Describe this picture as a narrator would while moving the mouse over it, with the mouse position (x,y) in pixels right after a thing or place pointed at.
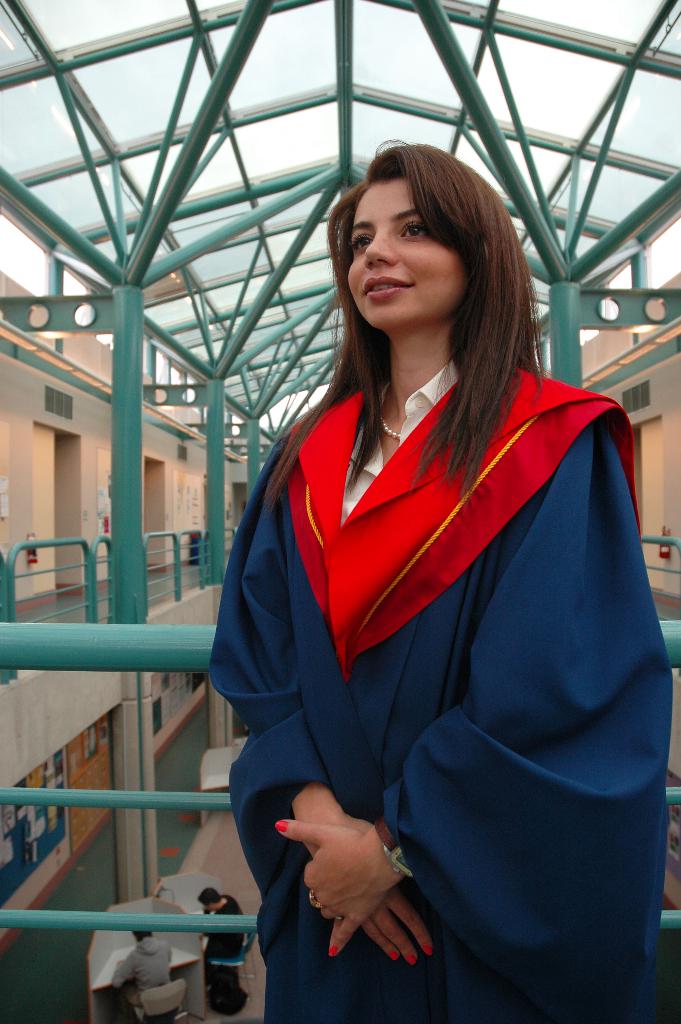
In front of the image there is a person (345,413) standing on the building (24,950). Behind her there is a railing (77,646). There are fire extinguishers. There is a painting (98,782) on the wall (46,876). There are two people (161,954) sitting on the chairs (240,944). In front of them there are tables (103,1010). On top of the image (194,6) there is a roof top (92,20) supported by metal rods (202,371).
